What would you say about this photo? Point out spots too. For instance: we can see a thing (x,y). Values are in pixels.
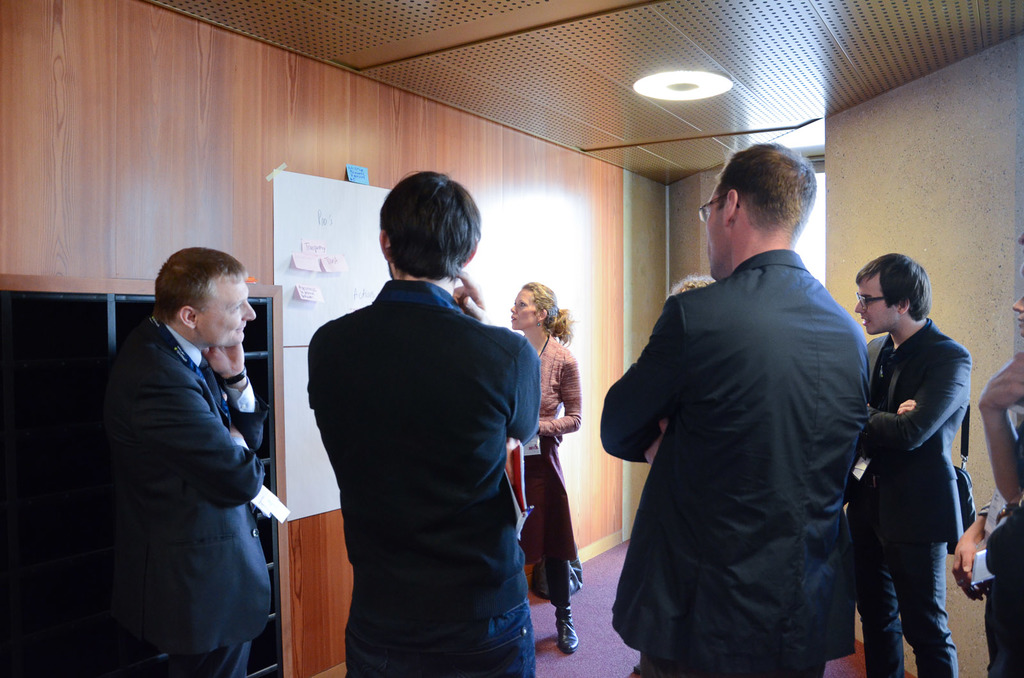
In this image we can see group of people (821,569) standing on the floor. One person (872,544) is carrying a bag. In the center of the image (361,253) we can see group of papers (316,266) with text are pasted on the wall (327,170) and some racks (268,637). In the background (704,91), we can see a light (666,88) on the roof (616,99).
